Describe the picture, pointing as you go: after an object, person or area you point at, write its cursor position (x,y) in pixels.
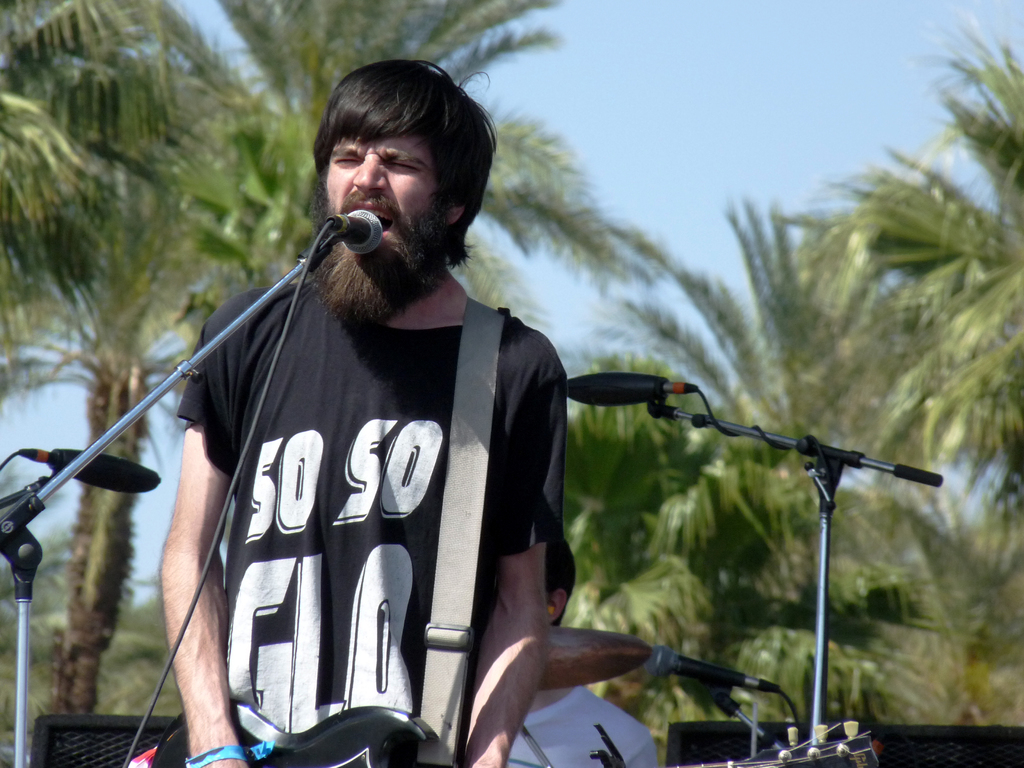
There is one person (344,456) standing in the middle of this image (387,435) is wearing a black color t shirt (347,524) and holding a guitar (280,742). There is one another person (594,716) at the bottom of this image (582,735) is wearing a white color t shirt (588,735). There is a Mic (129,461) on the left side of this image (66,450) and right side of this image (824,540) as well. There are some trees (35,333) in the background (622,526). There is a sky (659,144) at the top of this image (680,100).
